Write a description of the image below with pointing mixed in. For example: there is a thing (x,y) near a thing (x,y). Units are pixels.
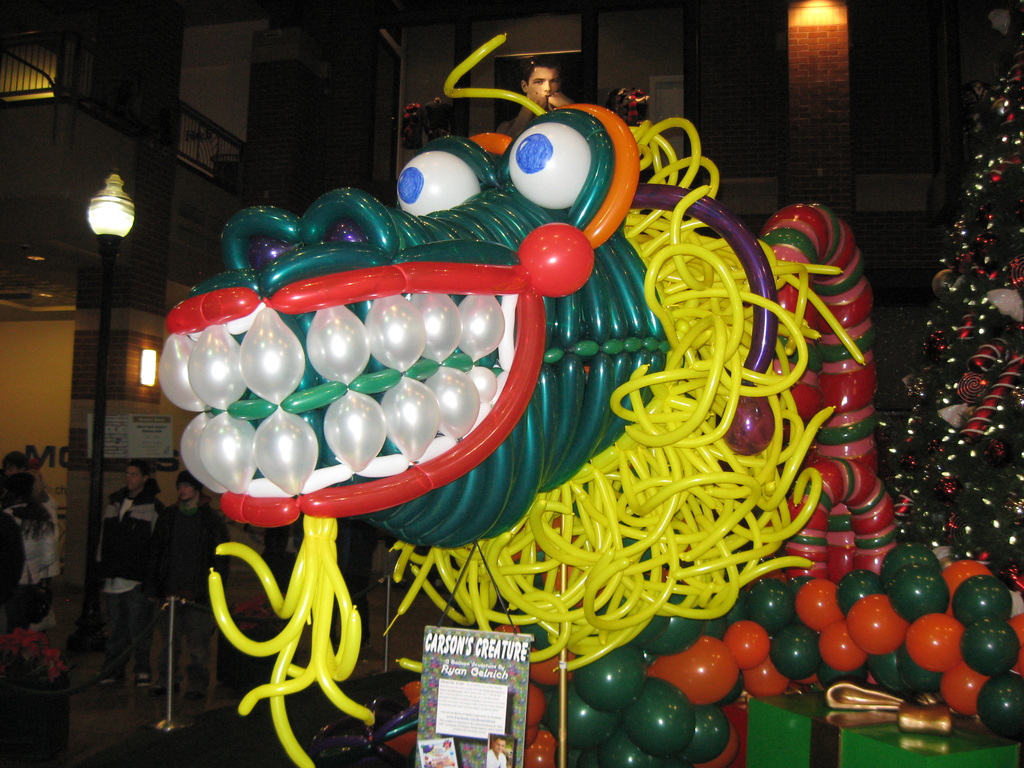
In this image we can see people (138,582) standing on the ground (179,741). In the center of the image (647,442) we can see a group of balloons (657,435) a board (513,636) with some text (488,664) and some decors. On the left side of the image (170,726) we can see some poles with ropes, light pole (118,240) and railings (206,135). In the background (558,90), we can see the photo frame (560,90) on the wall (428,88), some flowers (16,663) and lights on the wall (287,138).
